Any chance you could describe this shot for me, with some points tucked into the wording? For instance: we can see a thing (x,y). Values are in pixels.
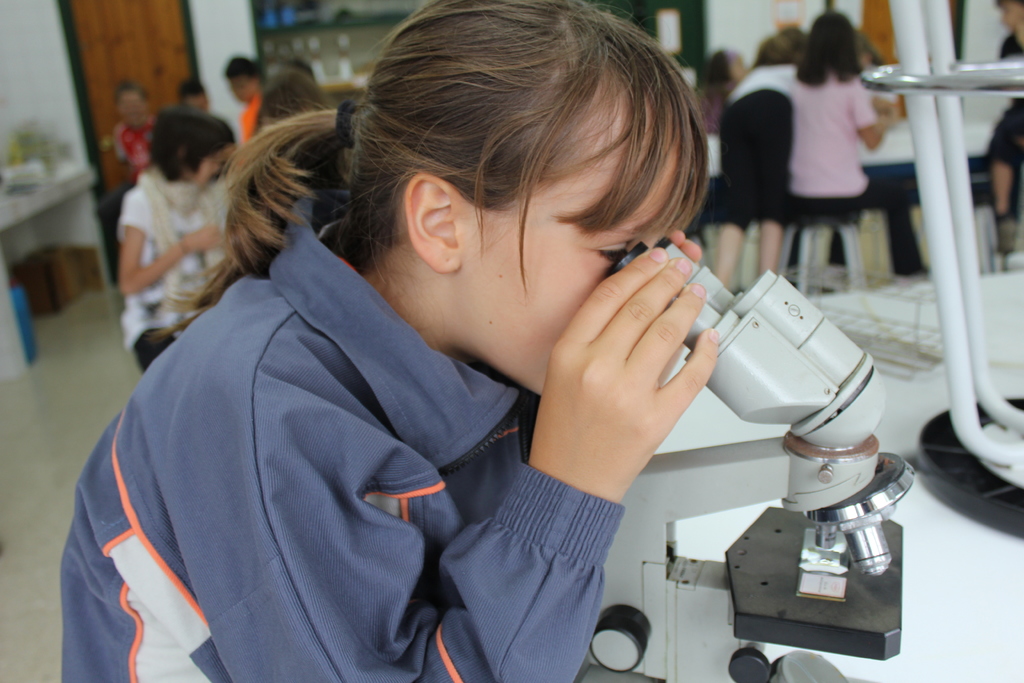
In this image we can see many people (530,91). There is a microscope (876,497) in the image. There are many objects (22,188) on the table (39,211) at the left side of the image (23,165). There is an object (62,265) on the ground (45,330) at the left side of the image (60,288). There are few objects (938,163) placed on the table (905,563) at the right side of the image (947,220).
